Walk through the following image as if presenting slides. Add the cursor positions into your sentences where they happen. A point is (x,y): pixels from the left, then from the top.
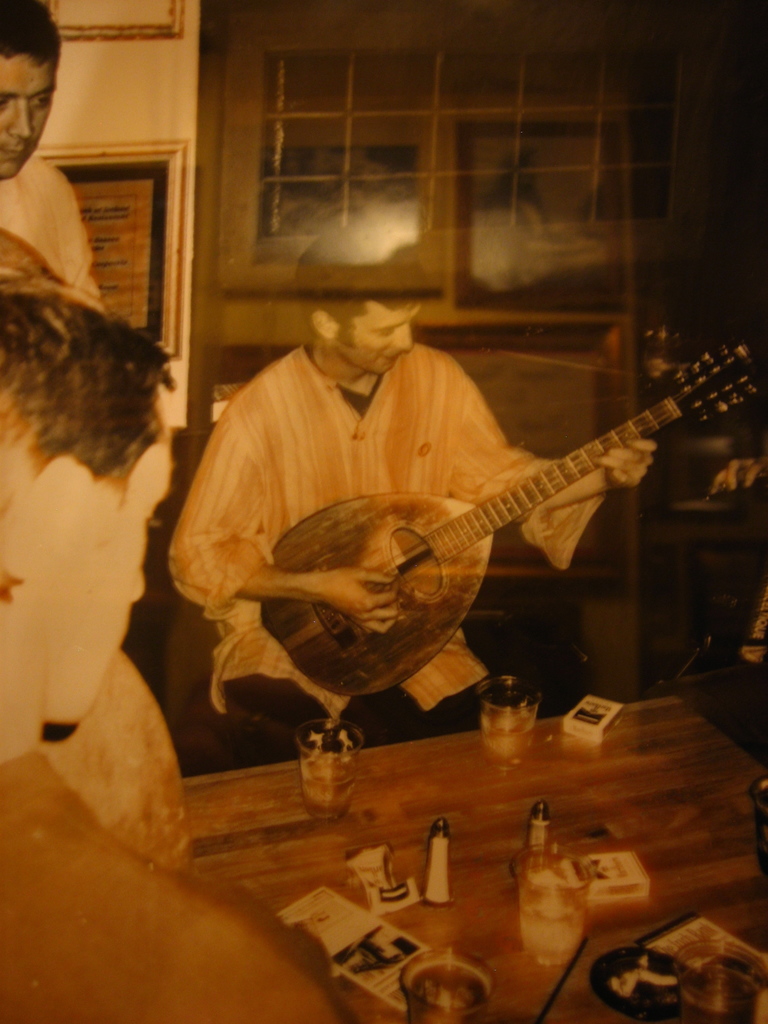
In this picture we can see a person (263,444) holding a guitar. There are glasses (432,973), box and other objects (596,963) on the table (667,887). We can see a few people (89,473) on the left side (241,1002). There are a few frames (548,275) on the wall (210,204).
